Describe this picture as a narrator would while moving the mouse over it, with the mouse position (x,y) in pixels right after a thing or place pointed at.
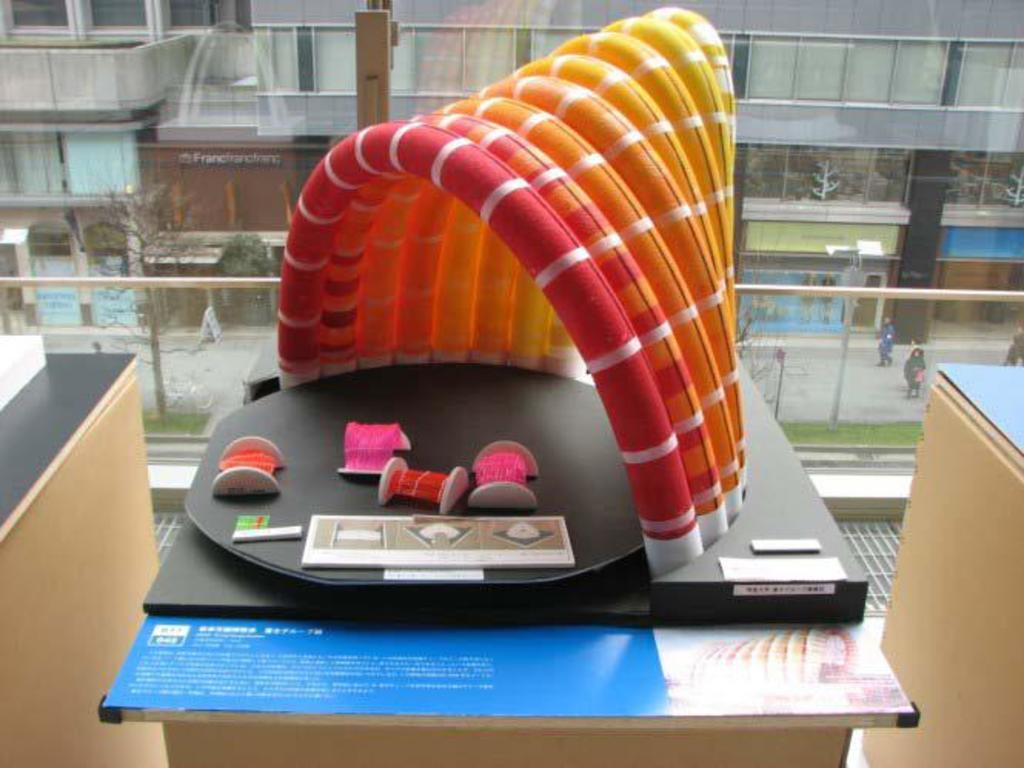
In this image we can see three tables (63,687) and we can see objects (603,189) on the center table (704,719). We can also see the poster (420,675) with text (371,675). In the background (213,225) we can see the glass window (858,203) and through the glass window (252,215) we can see the trees (265,253), buildings (803,320), grass (915,424) and also the persons (886,338) walking on the road (858,369).
